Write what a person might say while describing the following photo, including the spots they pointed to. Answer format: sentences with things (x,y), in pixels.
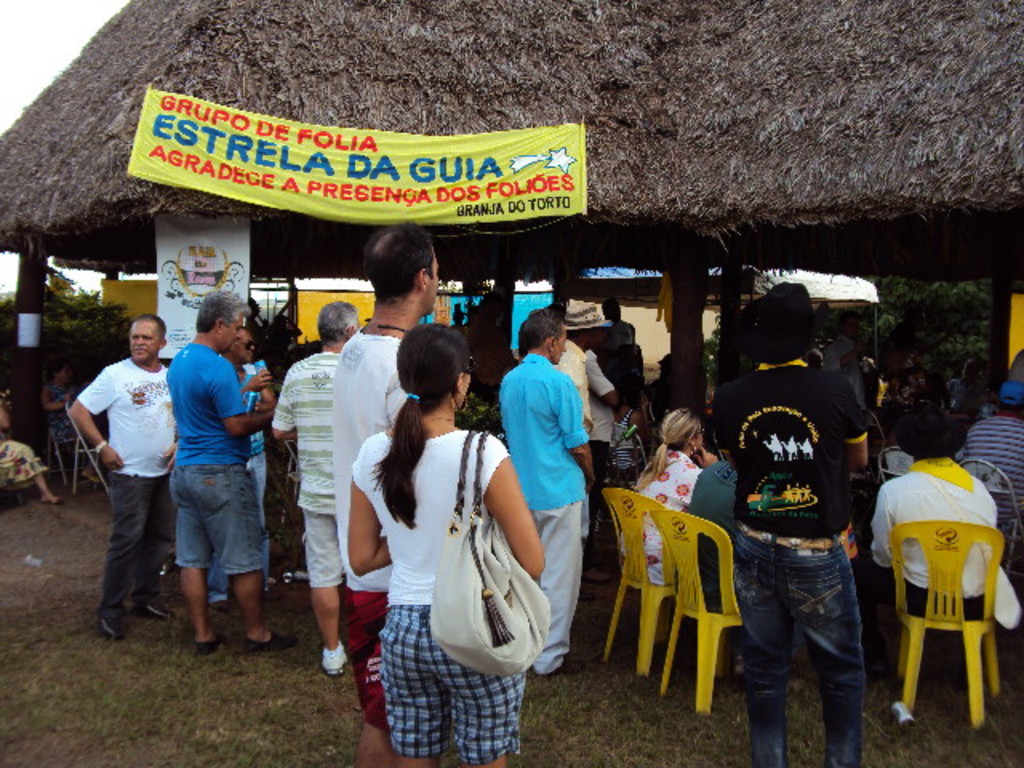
Here we can see group of people (421,752) and few of them are sitting on the chairs (724,603). There are trees (50,301), banner (528,216), board (193,269), and a hut (606,34). In the background (0,105) there is sky (14,96).
